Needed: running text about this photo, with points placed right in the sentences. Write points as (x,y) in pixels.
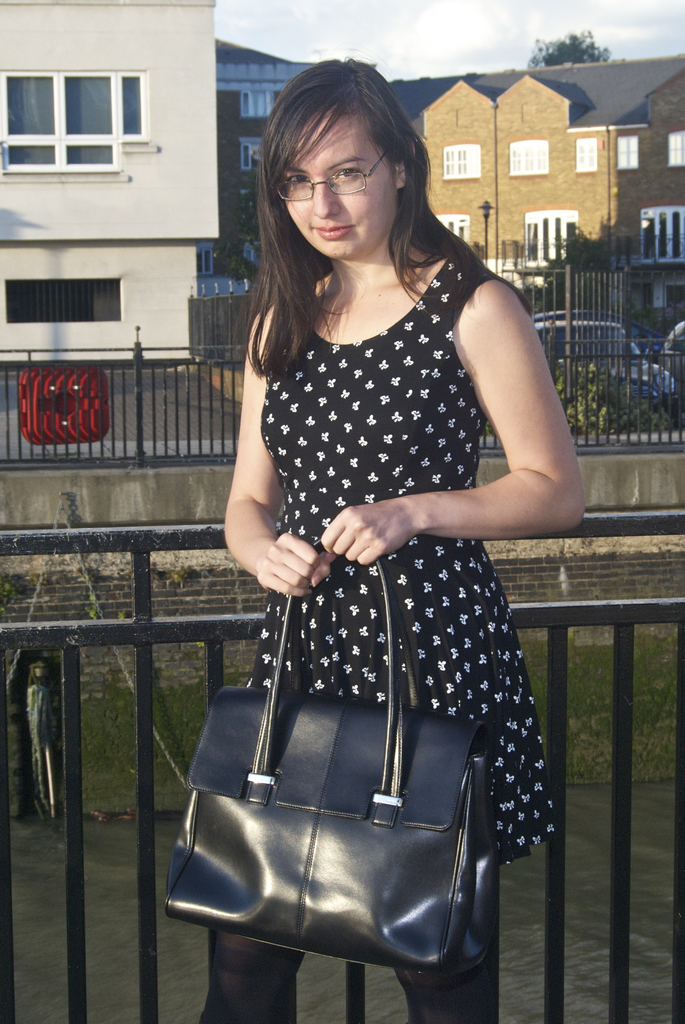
In the center (271,652) we can see one woman (406,278) standing and holding handbag (350,726). In the background (582,153) there is a sky (453,28) with clouds (426,28), tree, building (122,135), fence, wall (102,607) and grass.
